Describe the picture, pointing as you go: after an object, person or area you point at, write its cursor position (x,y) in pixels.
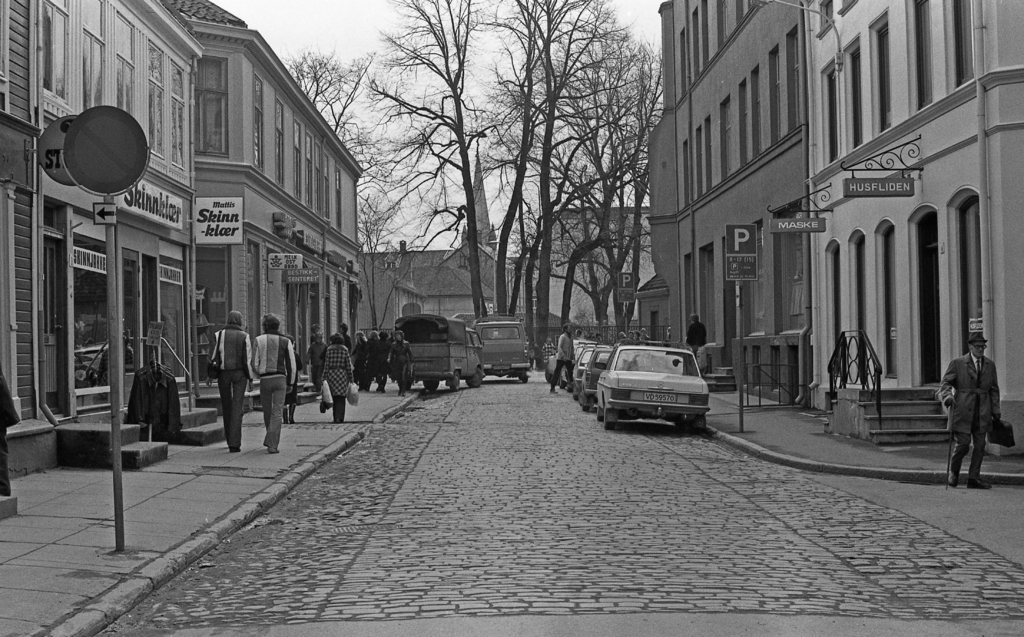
In this picture we can see many cars (669,372) which is parked on the road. On the left (233,439) we can see many peoples (310,346) were walking on the street (321,438). On the right (1020,446) and left side (258,171) we can see the buildings (43,205). In the background (598,305) we can see many trees (648,160) and there is a church (480,206). In the top left (310,22) there is a sky (345,36). In the top left (113,121) we can see the sign board (96,148).
